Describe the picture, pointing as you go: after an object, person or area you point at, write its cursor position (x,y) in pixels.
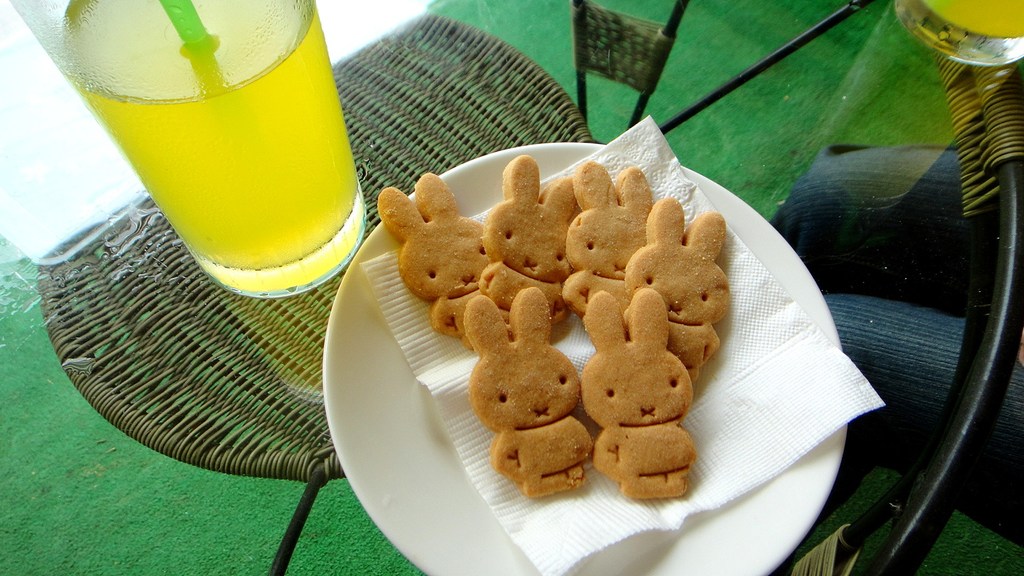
In this picture we can see a tissue paper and food (572,377) in the plate (367,357), beside to the plate (367,331) we can find few glasses (302,147) on the table (749,120), and also we can see a person (880,232).
